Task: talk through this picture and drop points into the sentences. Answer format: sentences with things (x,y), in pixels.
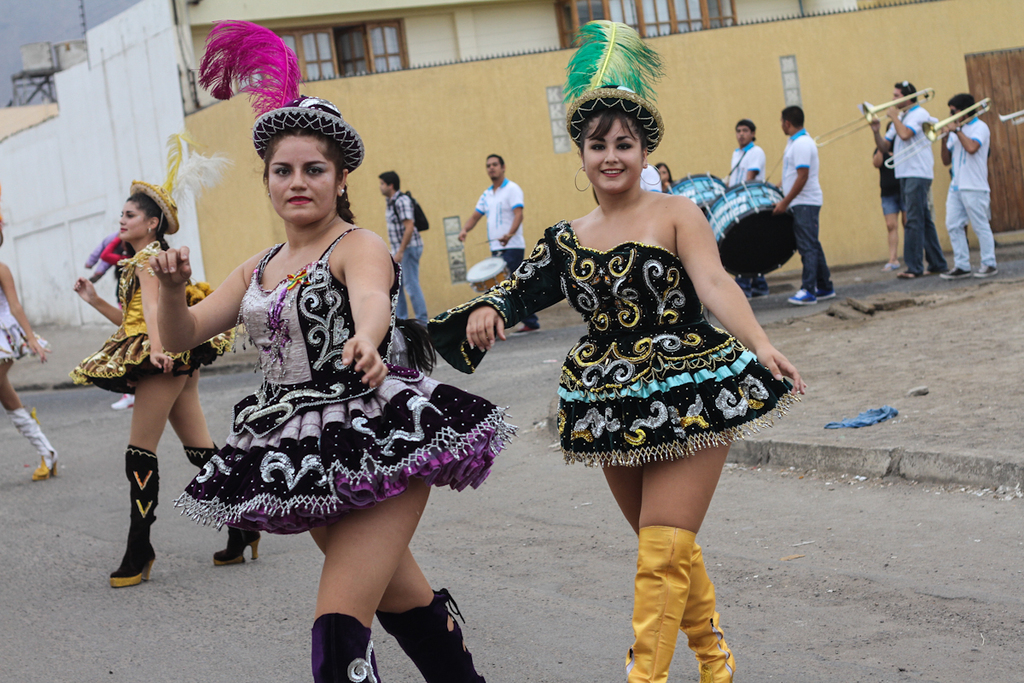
In the middle of the image (676,310) few women (663,497) are standing and smiling. Behind them few people (972,142) are standing and holding some musical instruments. Behind them there is a building (1021,132).
